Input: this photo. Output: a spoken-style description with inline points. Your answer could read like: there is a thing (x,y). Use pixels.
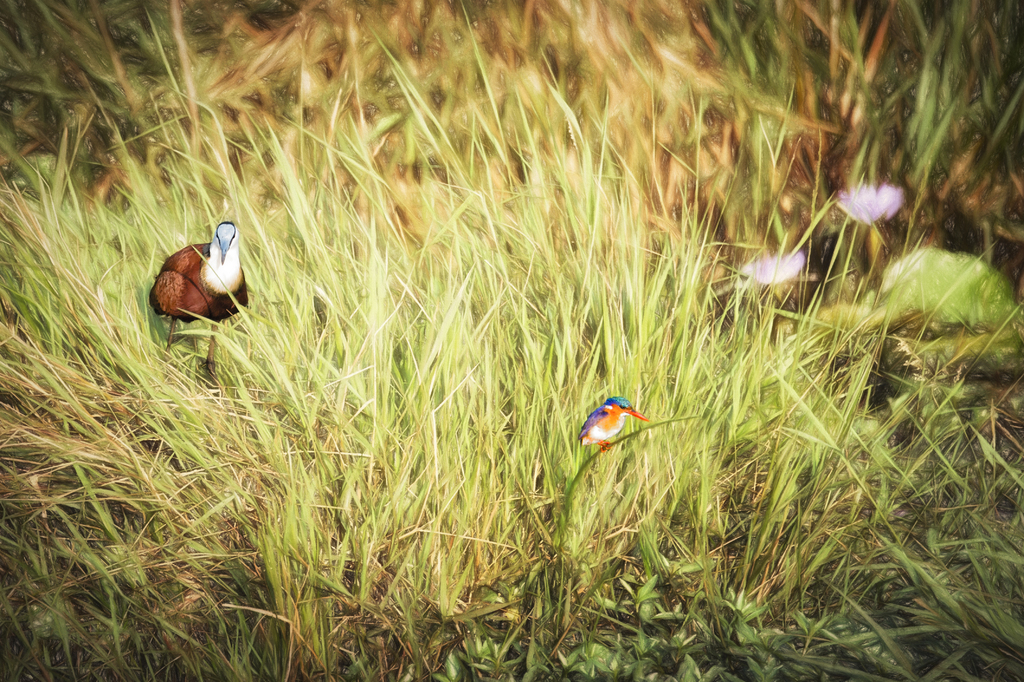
This is a painting of an image. In the image there is grass (398,354) and also there are birds (225,235). There are flowers (795,259) in pink color.
